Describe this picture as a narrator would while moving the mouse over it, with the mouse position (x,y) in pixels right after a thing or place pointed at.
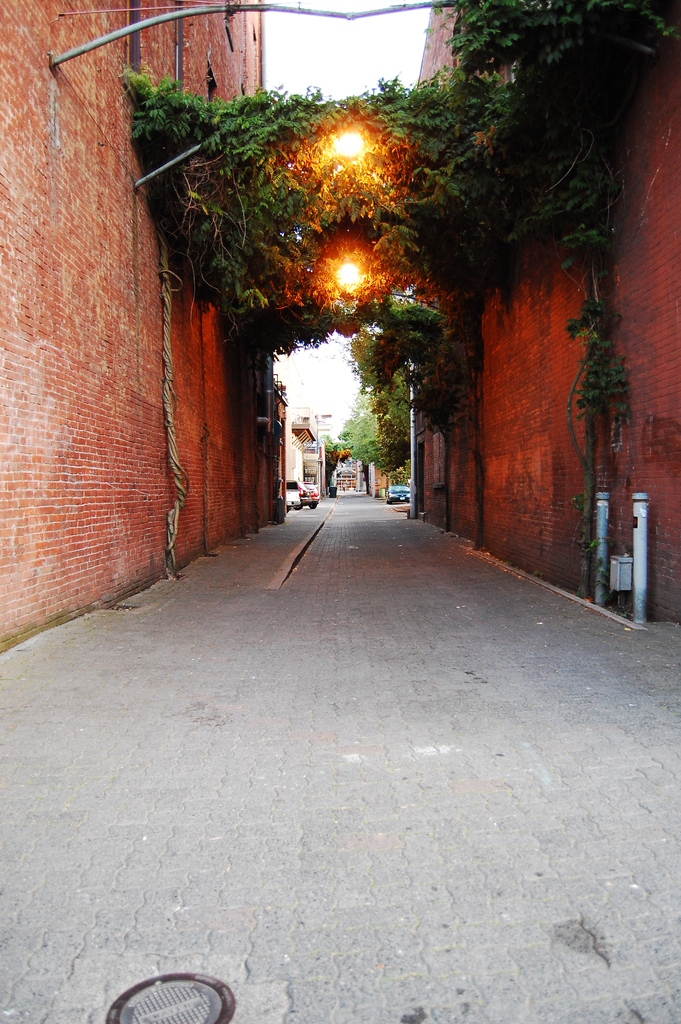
On the left side (194,984), there is a manhole (174,977) on a road (124,947). Above this road (309,584), there are plants (531,154) attached to the two walls (110,212) of the buildings (100,218). In the background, there are vehicles (291,489) on the road (428,541), there are trees (394,458) and there is sky (323,61).
